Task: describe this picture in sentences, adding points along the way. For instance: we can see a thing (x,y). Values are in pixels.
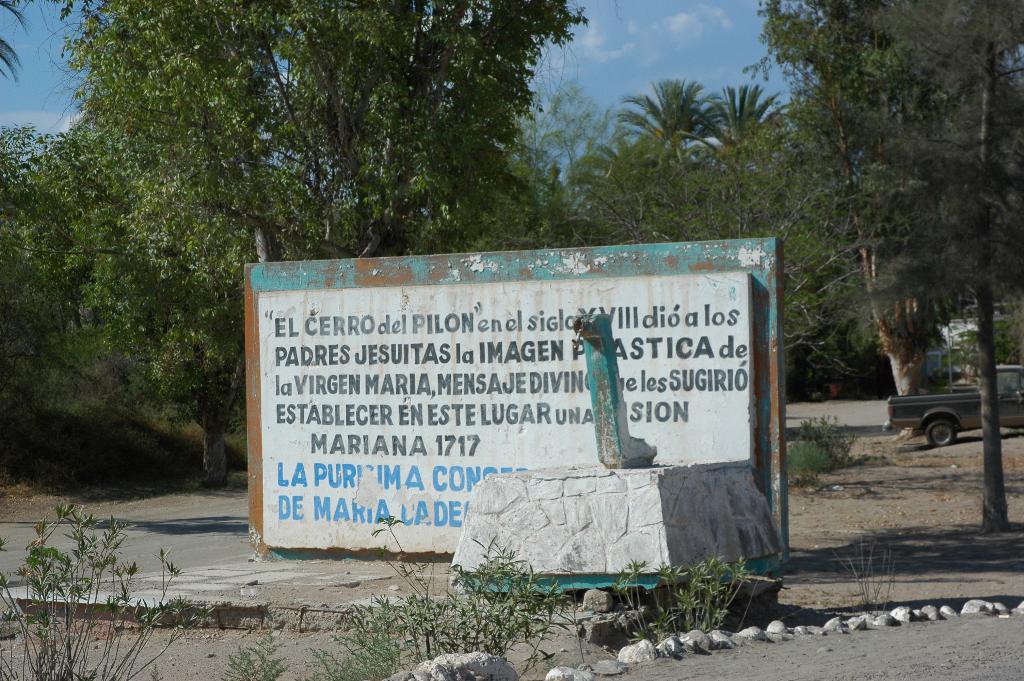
In this image we can see some trees (437,104), plants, rocks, there is a board (534,411) with some text (323,438) written on it, and there is an object (592,348) on a concrete surface (518,505), and we can see a vehicle (940,405), and the sky (641,80).
